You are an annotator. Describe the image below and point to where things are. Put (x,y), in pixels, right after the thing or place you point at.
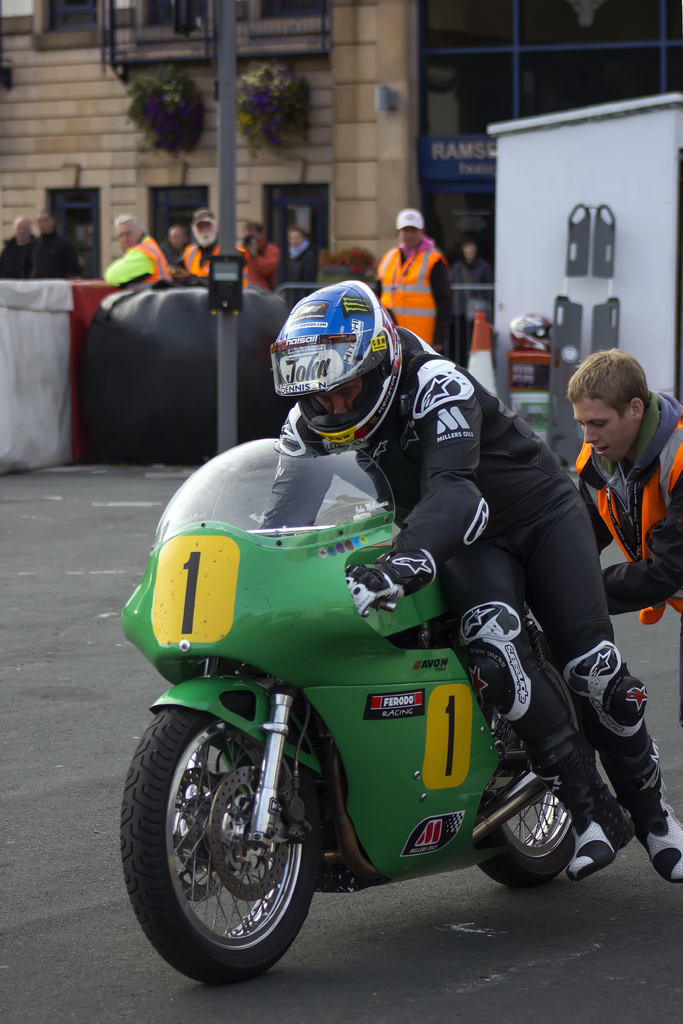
A man (403,511) wearing helmets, gloves (395,586), knee pads (485,660) is holding a racing bike (319,657). Behind him another person (616,509) is standing. In the background (415,250) there are many people (271,257) standing wearing jackets (423,298). There are pillars (229,140), buildings (323,129), plants (299,100), walls (252,177) and some cupboard (573,257). Also there is a traffic cone (479,345).
